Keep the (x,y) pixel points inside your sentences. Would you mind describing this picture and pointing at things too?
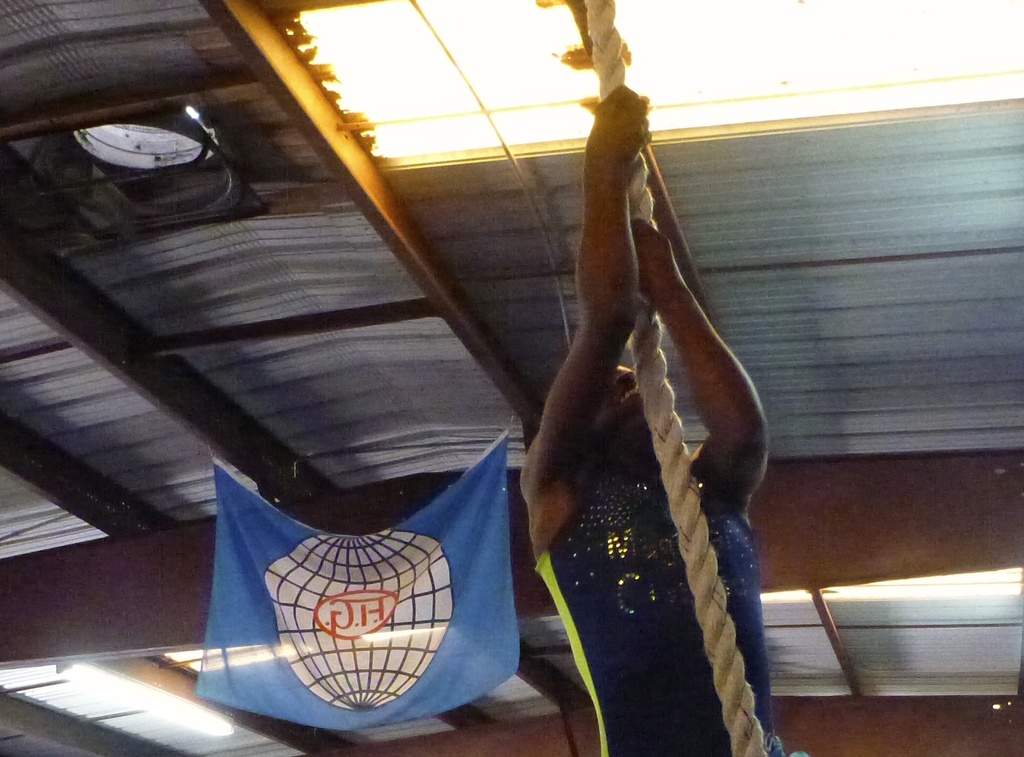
In this picture there is a person (740,578) holding a rope (721,607). At the top (128,133) there are lights (636,15) and there is a roof (398,184). At the back (464,616) there is a banner (326,636) on the roof (498,430).
